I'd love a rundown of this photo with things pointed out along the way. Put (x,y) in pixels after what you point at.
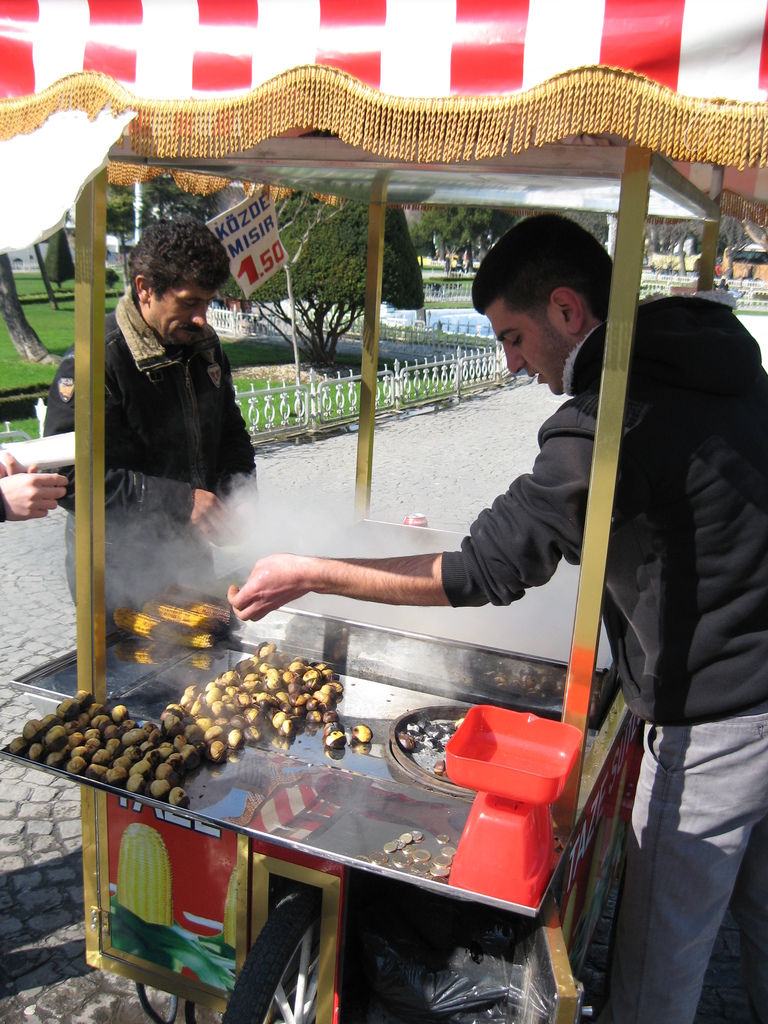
In the picture I can see a food stall vehicle (594,887) on the road (602,1010). There is a man (618,598) on the right side (653,738) is wearing a black color jacket (717,484). I can see the corn (212,612) in the vehicle (175,650). There is another man (150,259) on the left side (197,396). In the background (482,384), I can see the trees (418,228) and metal fence (427,361).
